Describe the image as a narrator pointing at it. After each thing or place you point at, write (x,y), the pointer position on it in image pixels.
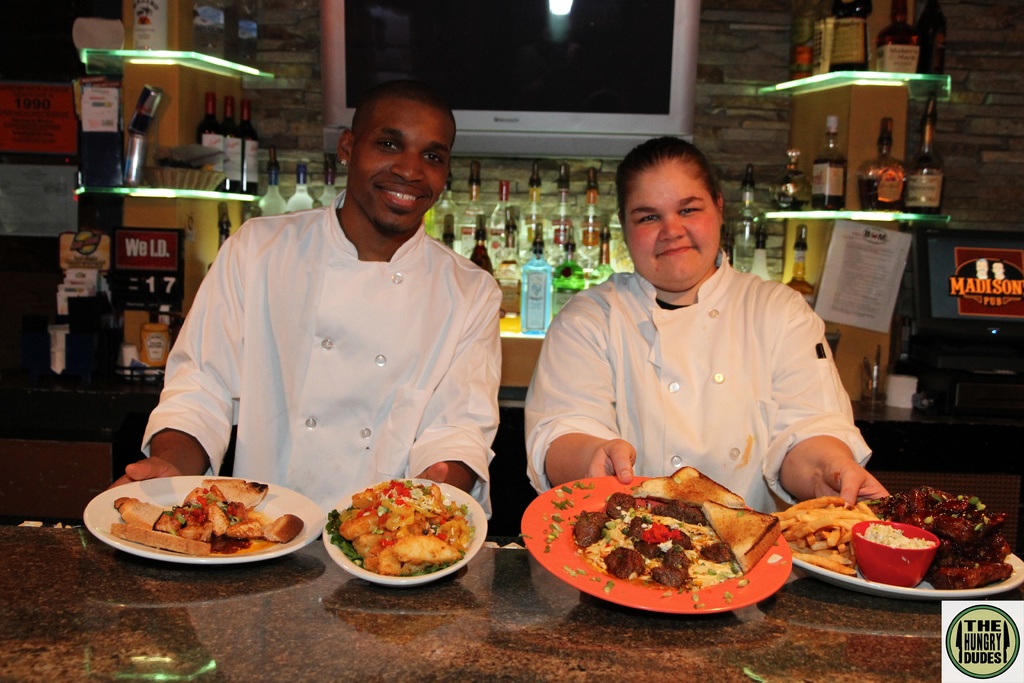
In this image we can see a man (475,288) and a woman (658,344) standing and holding serving plates (166,497) in the both of their hands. In the background (938,183) we can see beverage bottles (842,205) placed in the cupboards (814,147) and walls (291,167).
